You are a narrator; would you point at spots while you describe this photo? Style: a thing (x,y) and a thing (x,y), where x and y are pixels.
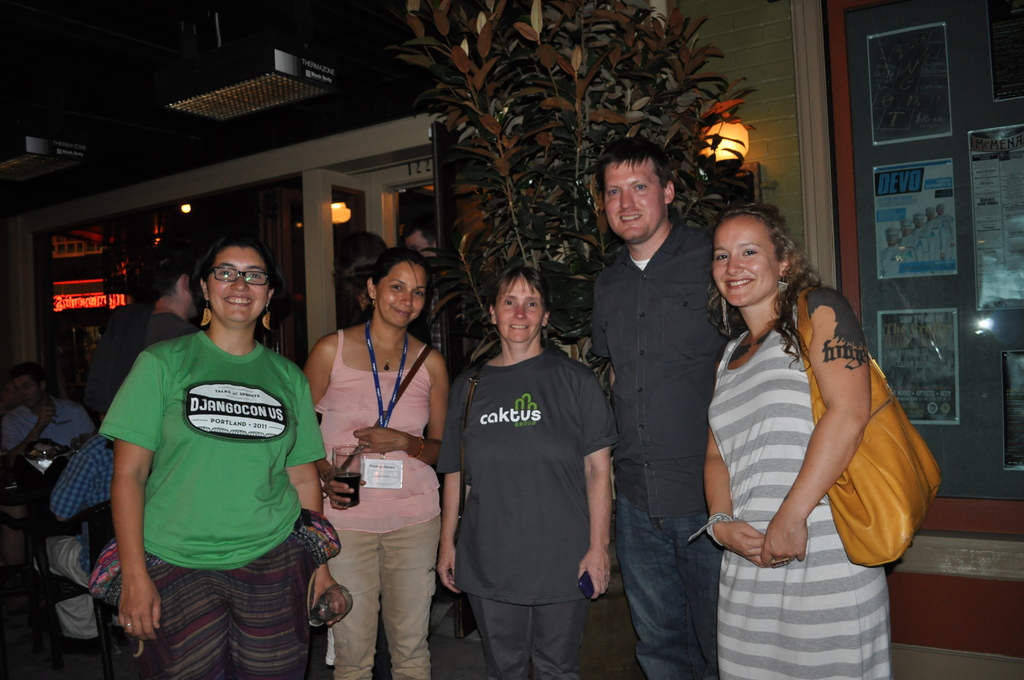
In this image, there are five persons (727,447) standing and smiling. On the left side of the image (72,497), I can see two persons (65,473) sitting on the chairs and few people (150,316) standing. In the background (542,235), I can see lights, glass door (152,232) and a tree (659,127). On the right side of the image (905,91), I can see posters (941,257) attached to the wall (941,292).
